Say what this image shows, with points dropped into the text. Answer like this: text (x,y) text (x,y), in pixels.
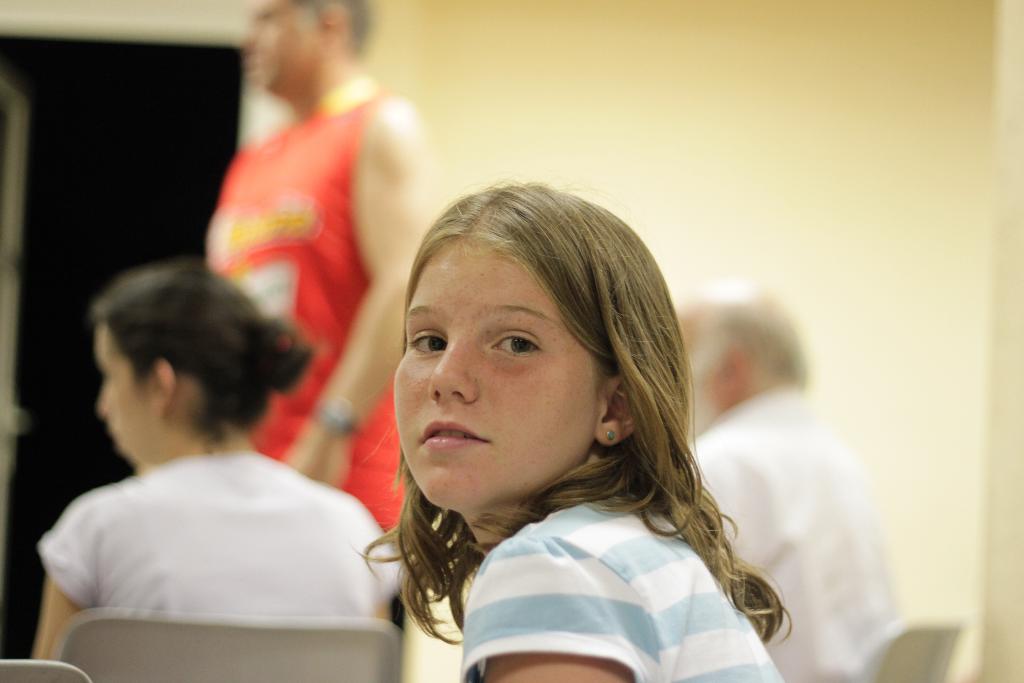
In this picture we can see there are three people (347,509) sitting on chairs (141,653) and a man (333,257) is standing on the floor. Behind the people (429,319) there is a wall (589,181).
